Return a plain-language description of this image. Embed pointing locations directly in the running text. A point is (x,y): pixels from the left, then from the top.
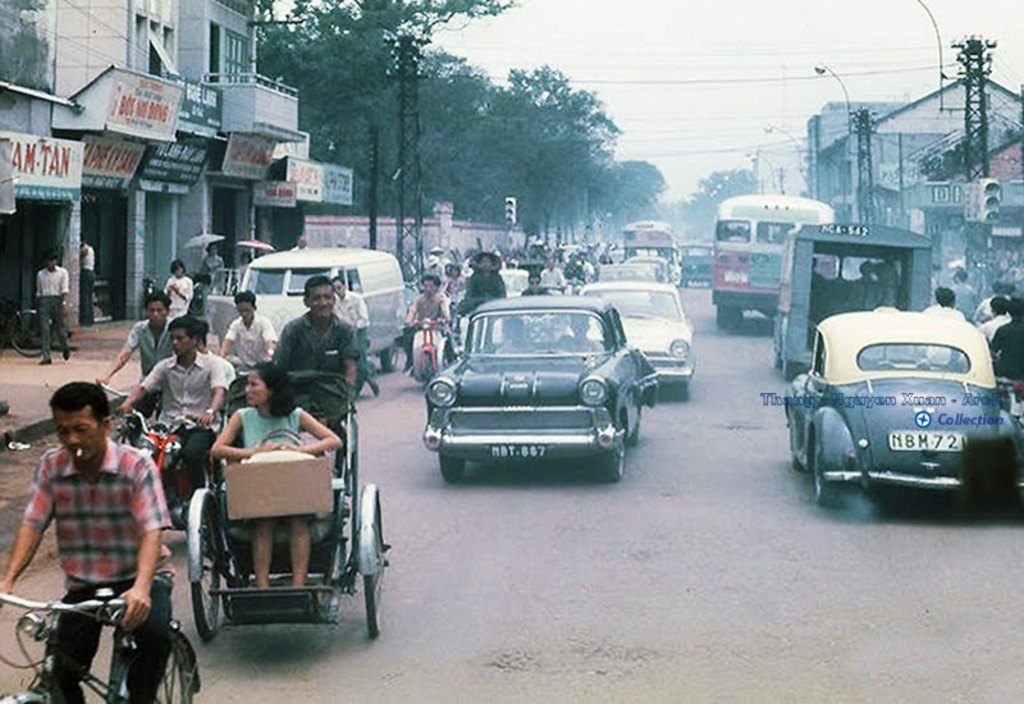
There is a group of people (579,249). They are riding a bicycle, motorcycle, cars (615,401) and lorry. We can see in the background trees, sky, shops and pole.
